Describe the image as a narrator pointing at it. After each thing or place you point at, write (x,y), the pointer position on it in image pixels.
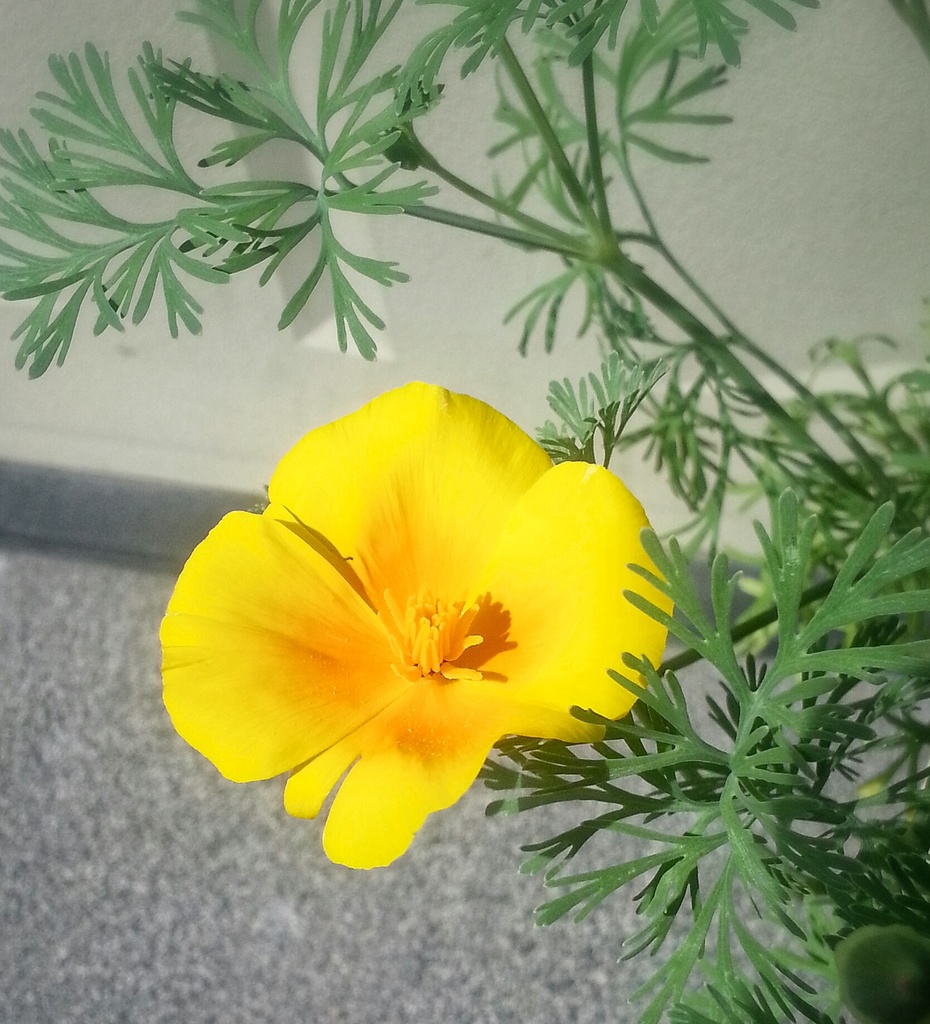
Here we can see a plant (605,469) with flower (415,754). In the background (726,174) there is a wall (369,289).
